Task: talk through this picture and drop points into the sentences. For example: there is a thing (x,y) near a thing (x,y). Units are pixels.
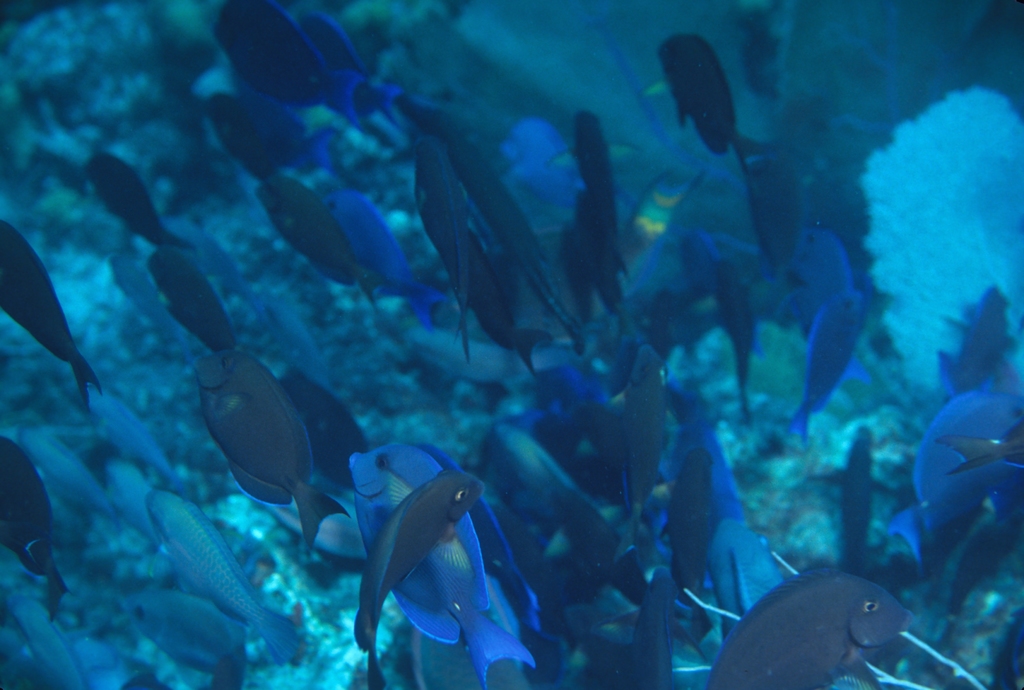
As we can see in the image there is water (618,148). In water (405,150) there are fishes (462,485).
